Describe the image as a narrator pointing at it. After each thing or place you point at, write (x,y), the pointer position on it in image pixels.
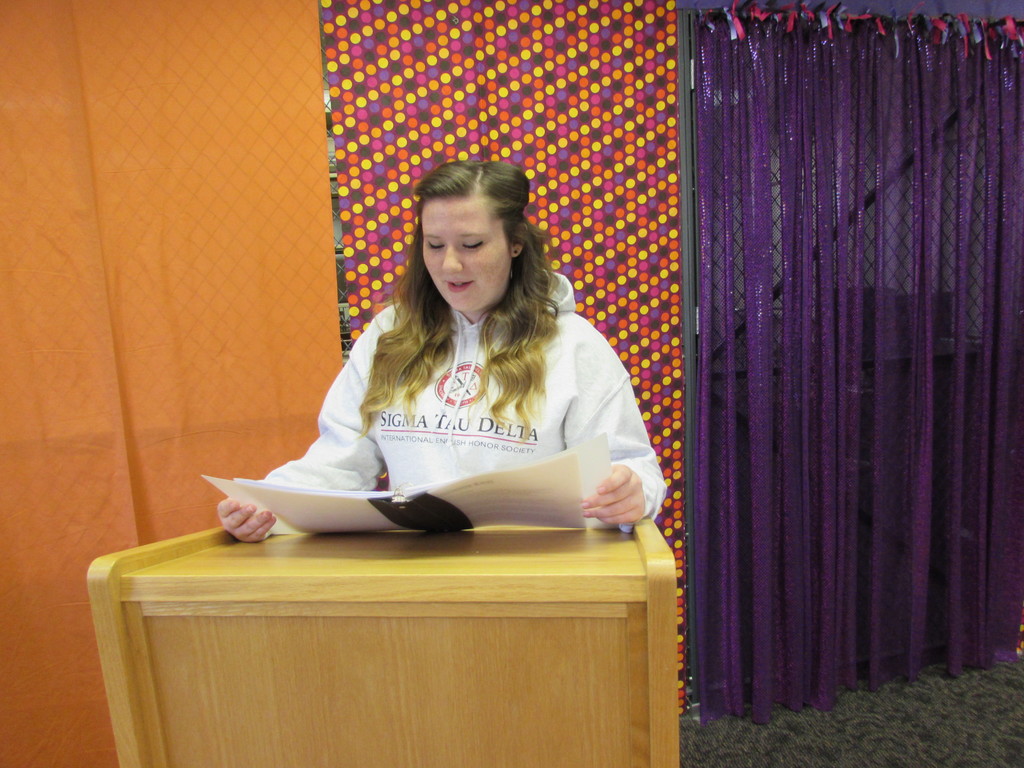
In the middle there is a podium (456,626), Behind that podium (472,565) there is a woman (464,351) she is smiling and her hair (525,320) is long she is wearing a jacket (469,419) on that there was written something she is holding a book (398,507) on the right (796,341) there is a curtain (855,342).
